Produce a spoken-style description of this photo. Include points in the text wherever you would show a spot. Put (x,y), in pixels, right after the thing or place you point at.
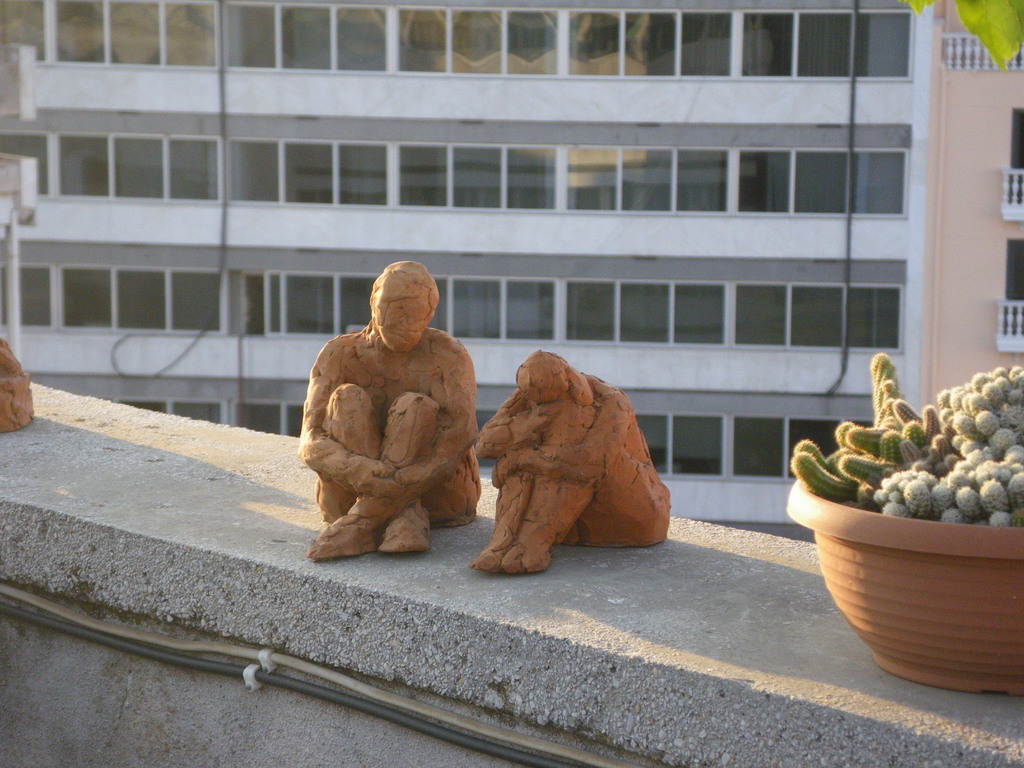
There are statues (508,553) and a plant (965,557). In the background (734,355) we can see a building (680,277) and glasses (310,174).
